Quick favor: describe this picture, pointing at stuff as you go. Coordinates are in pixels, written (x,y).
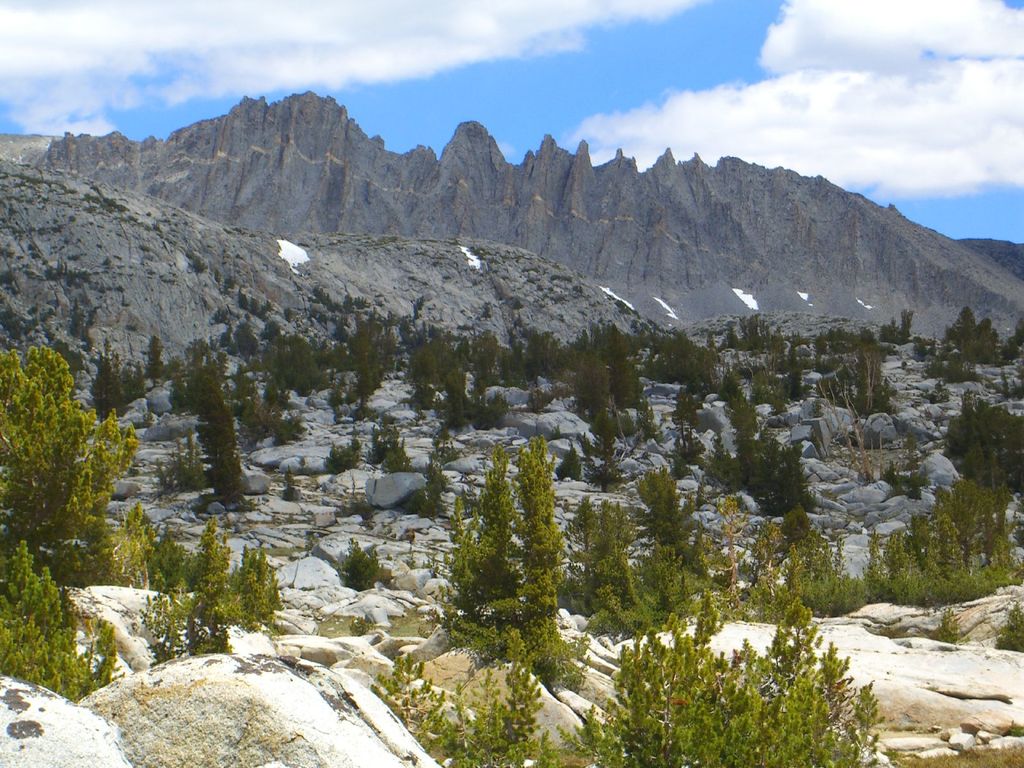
In this image, we can see trees (173,645) and rocks (376,612) and in the background (214,200), there are mountains (440,207). At the top (633,58), there are clouds (869,108) in the sky (705,78).
